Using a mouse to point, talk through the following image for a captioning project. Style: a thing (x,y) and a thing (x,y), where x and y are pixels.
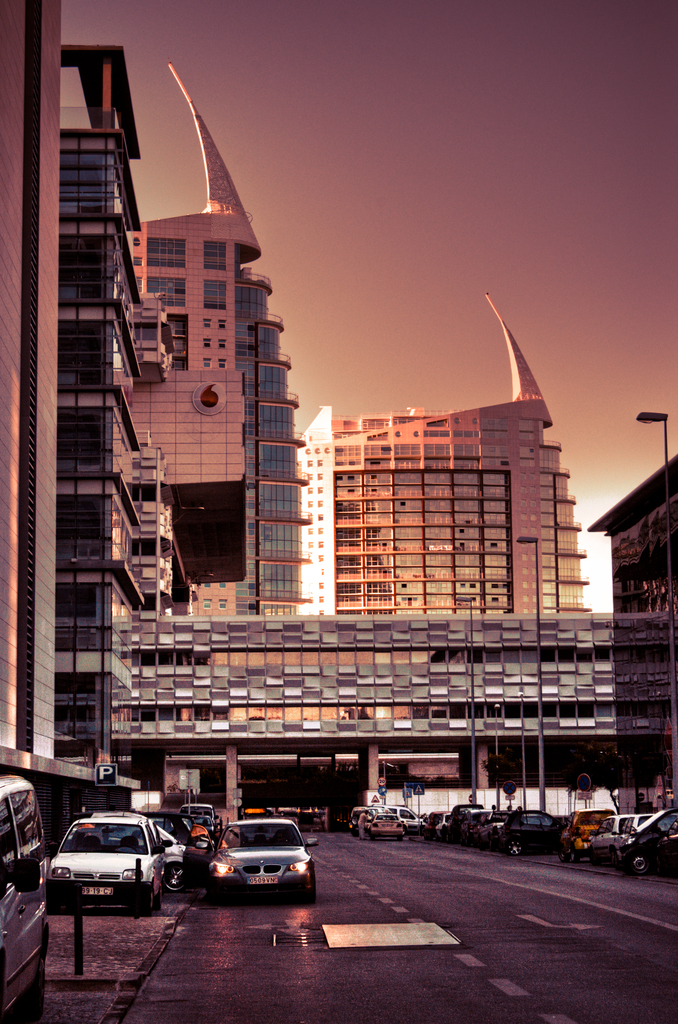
In this image, I can see the buildings (469,642), street lights (671,607), sign boards (408,784) and there are vehicles (8,871) on the road (462,912). In the background (360,343), there is the sky (345,110).
